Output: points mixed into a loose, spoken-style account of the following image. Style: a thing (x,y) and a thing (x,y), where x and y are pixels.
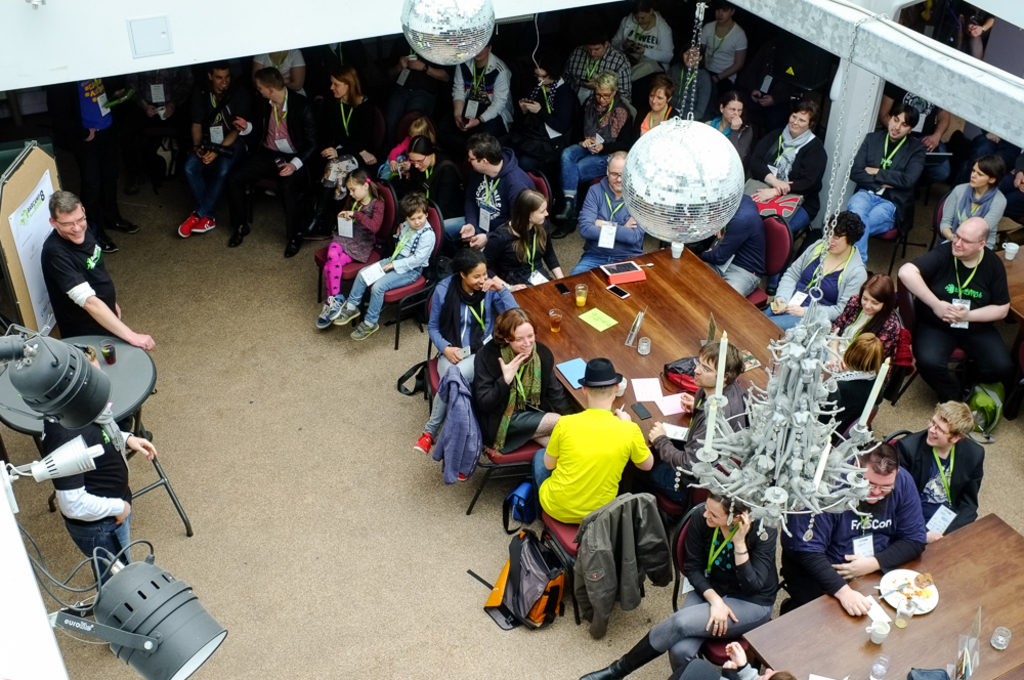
There are groups of persons (723,591) sitting on chairs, around the tables (619,350). In the background (953,229), there are persons (428,237) sitting on chairs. In front of them, there are two persons (84,254) standing, near a table (142,358), on which, there is a glass (106,352) and other objects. And there are lights (59,381) attached to the roof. In the background (852,85), there are silver color balls (668,187) attached to the roof (864,59) and there are pillars (864,59).
